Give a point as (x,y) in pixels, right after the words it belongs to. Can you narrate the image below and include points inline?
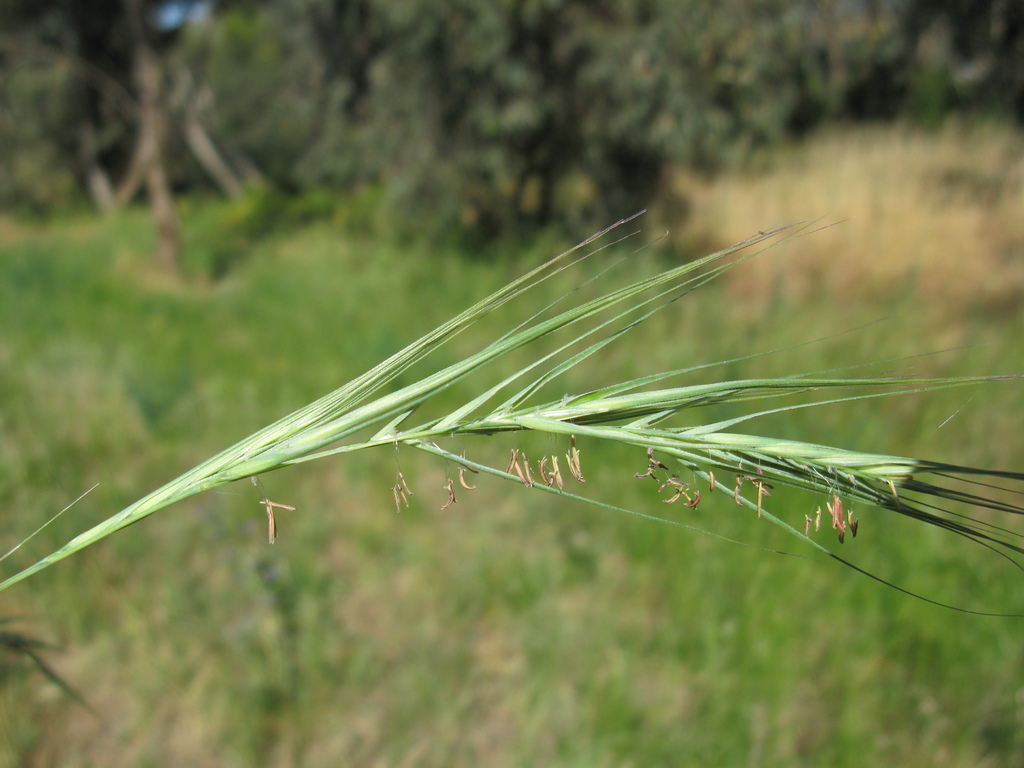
In this picture in the front (240,455) there is a leaf (483,424). In the background (535,170) there are trees (790,113) and there's grass (282,342) on the ground (294,249).
